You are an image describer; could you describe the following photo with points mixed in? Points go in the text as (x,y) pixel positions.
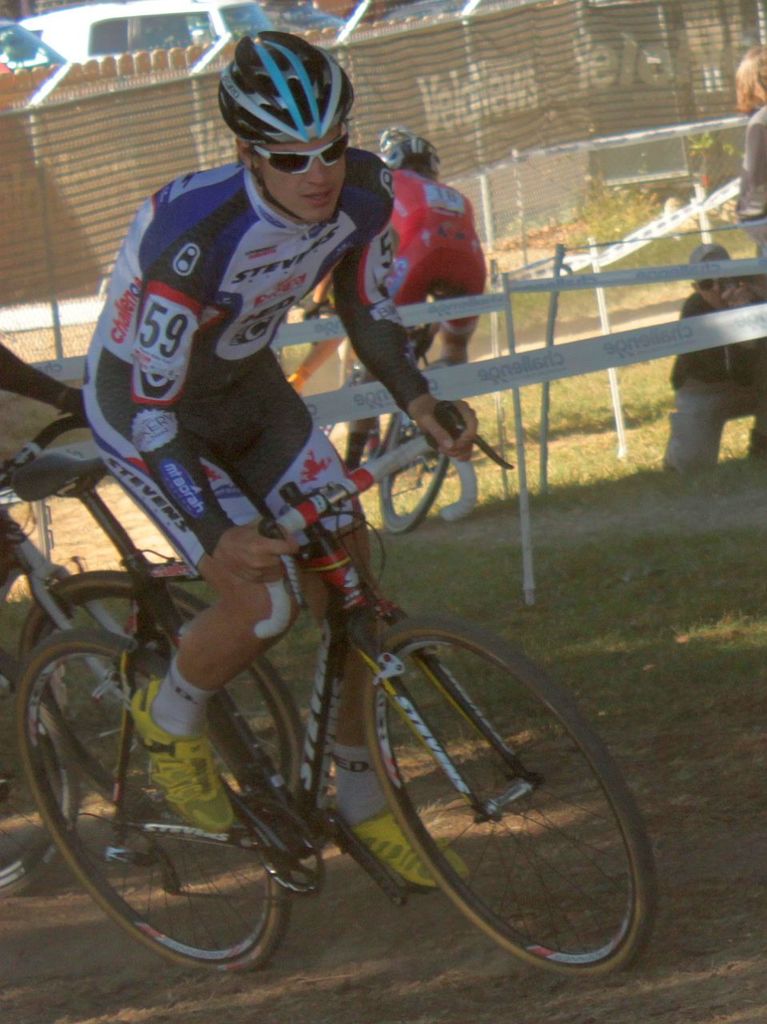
In the image there is a person (225,366) riding a bicycle (263,859), this seems to be of a cycle competition.
